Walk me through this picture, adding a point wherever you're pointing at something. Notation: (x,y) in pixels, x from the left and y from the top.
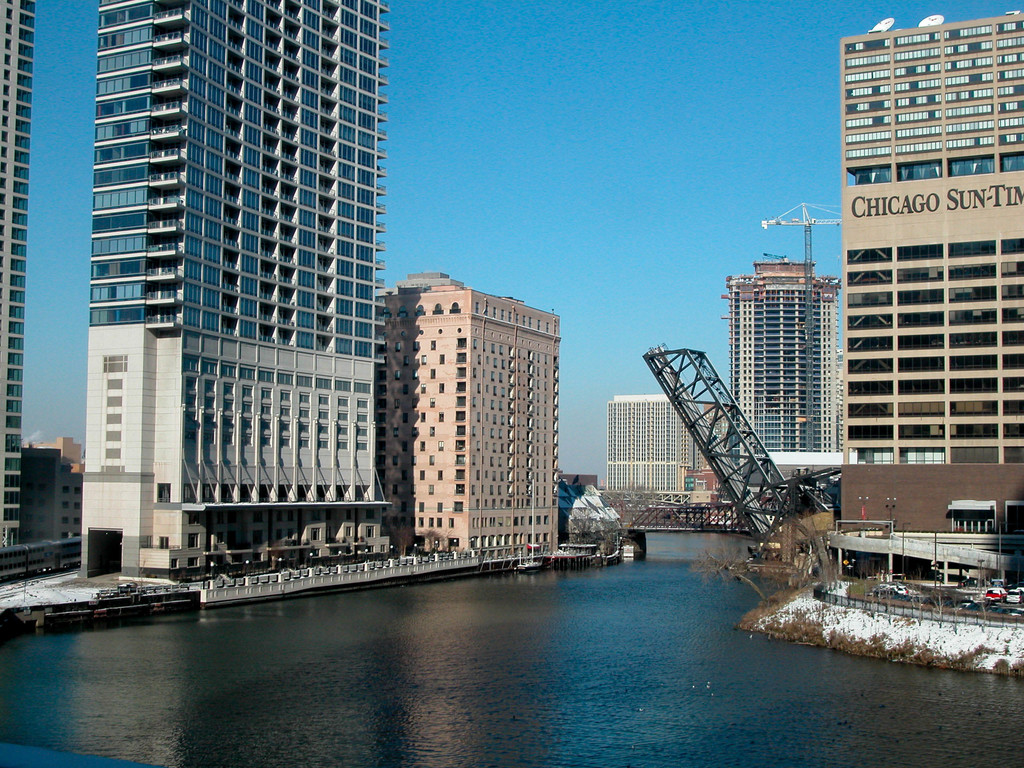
In the center of the image (547,399) we can see buildings (518,375), towers (806,414), bridge (680,508), vehicles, floor (75,579) are there. At the top of the image (579,78) satellite dishes (891,26), sky (499,104) are there. At the bottom of the image (478,714) water (493,715) is there.
